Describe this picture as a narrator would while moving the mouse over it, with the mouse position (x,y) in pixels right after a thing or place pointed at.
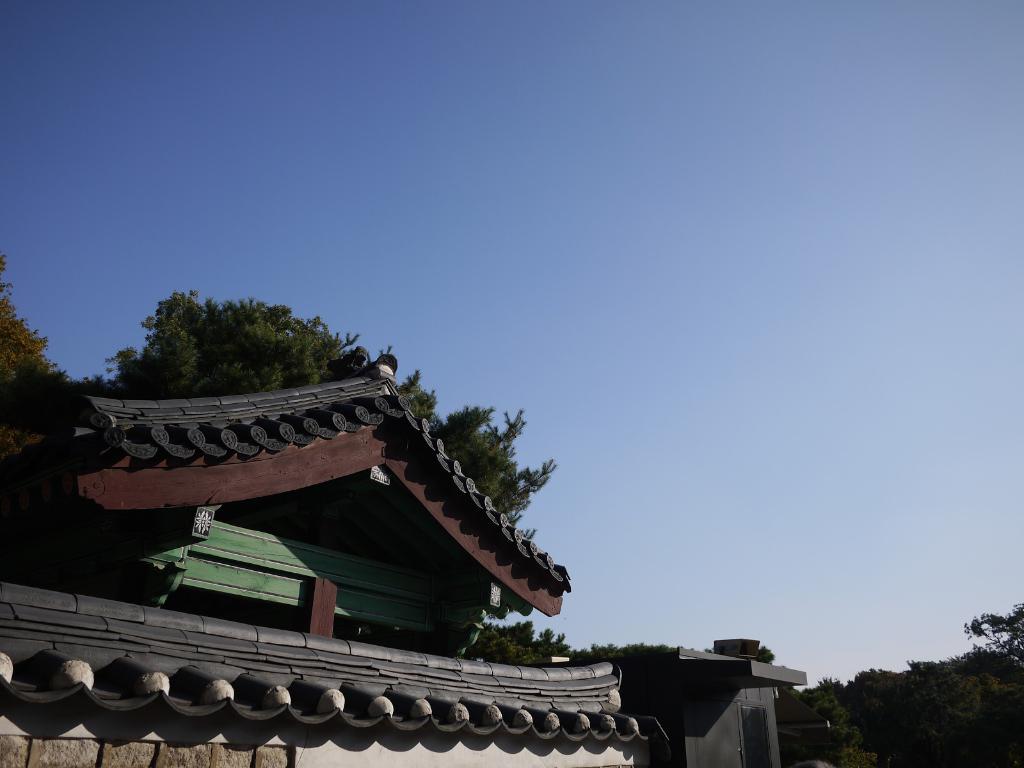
Sky (361,139) is in blue color. Here we can see buildings (709,711) and trees (1001,727).
